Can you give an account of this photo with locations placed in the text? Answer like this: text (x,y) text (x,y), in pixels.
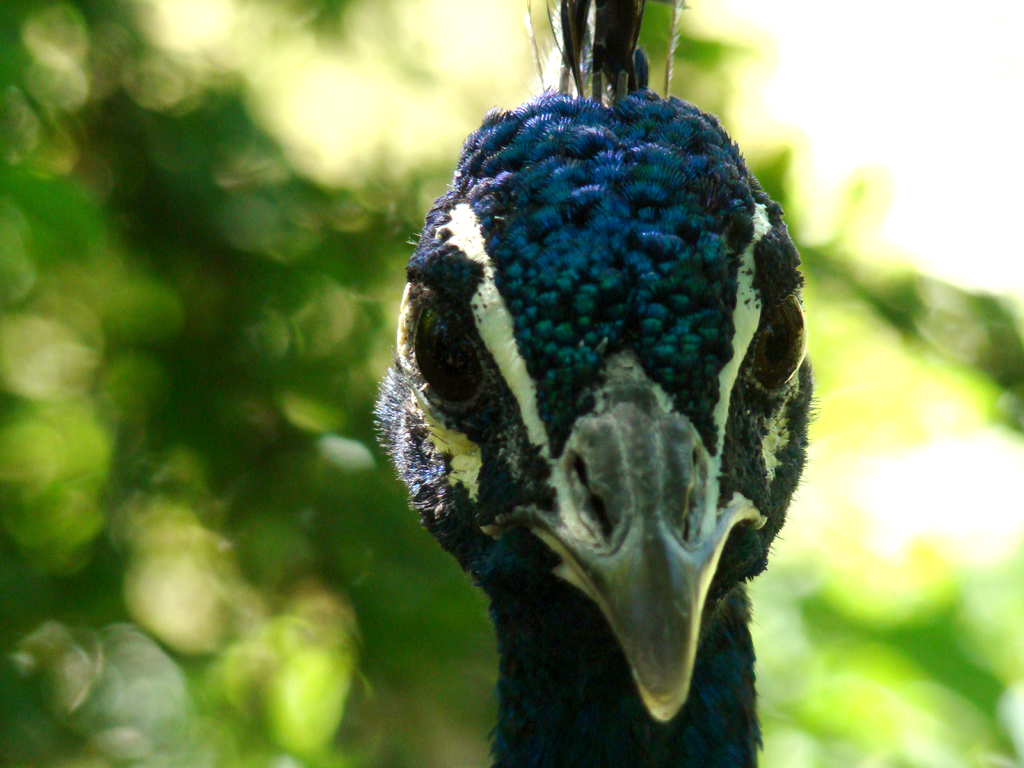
In this picture, we can see the face (740,498) of a bird (746,320) and the background (51,570) is blurred.
